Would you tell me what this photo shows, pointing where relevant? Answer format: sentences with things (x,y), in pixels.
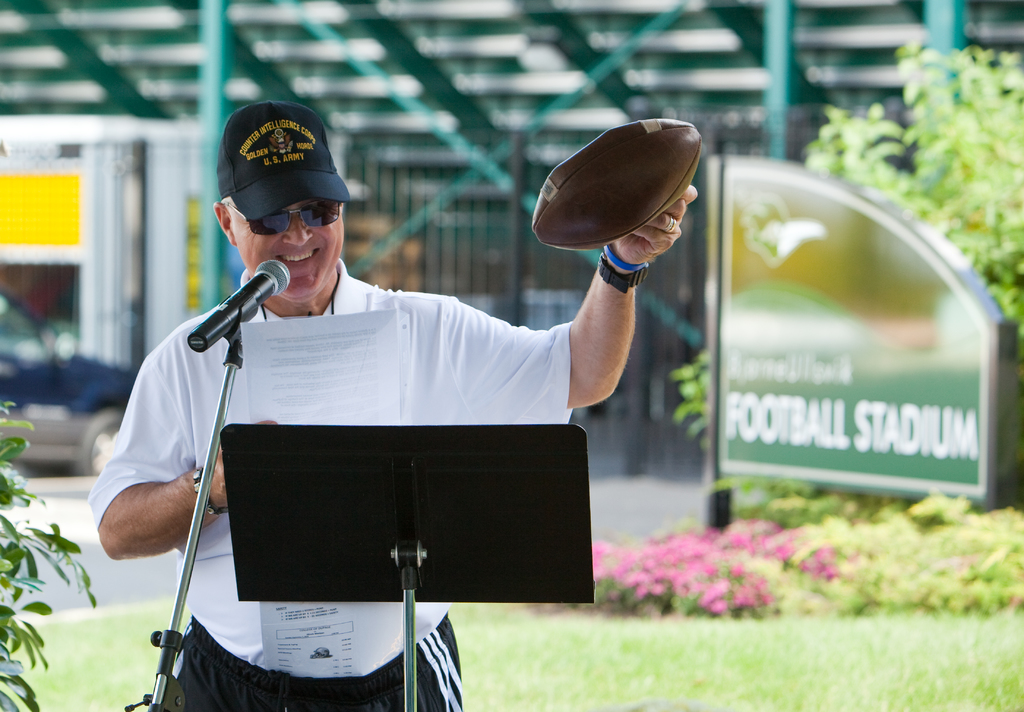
In this image I can see a man (469,342) standing near the mike (268,296). On the right side (707,562), I can see some flowers (688,567) and the grass (735,623). I can see a board (812,337) with some text (807,423) written on it.
